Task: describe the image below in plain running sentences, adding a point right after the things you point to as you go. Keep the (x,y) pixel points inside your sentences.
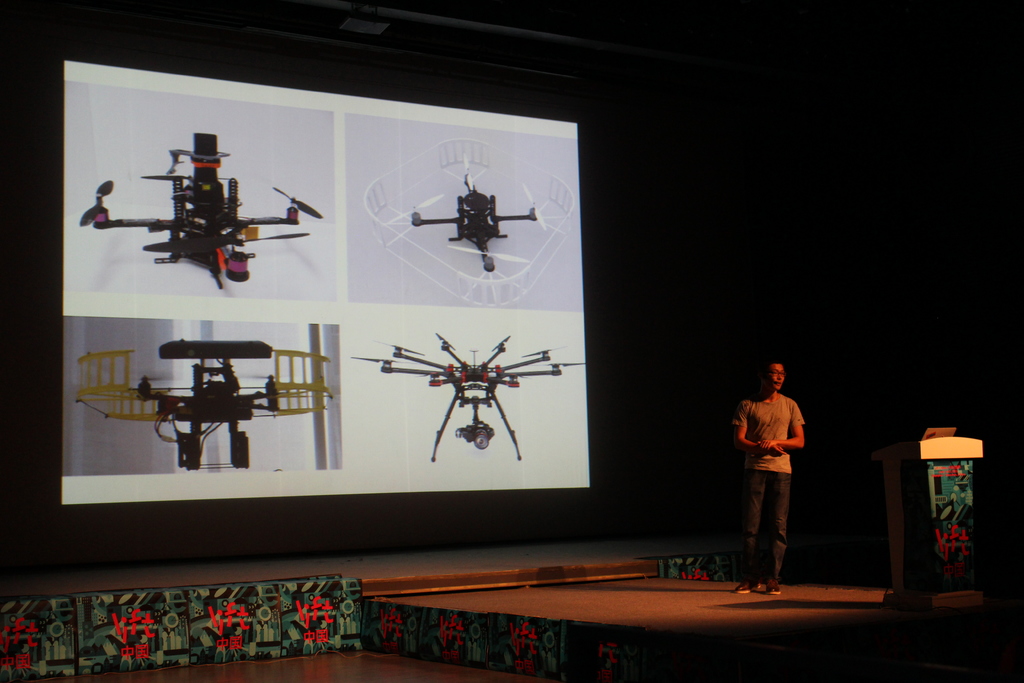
A person (761,495) is standing on a stage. On this podium (938,474) there is a laptop (933,435). Here we can see a screen (570,423). On this screen (552,180) there are pictures (207,292) of machines (246,443).
